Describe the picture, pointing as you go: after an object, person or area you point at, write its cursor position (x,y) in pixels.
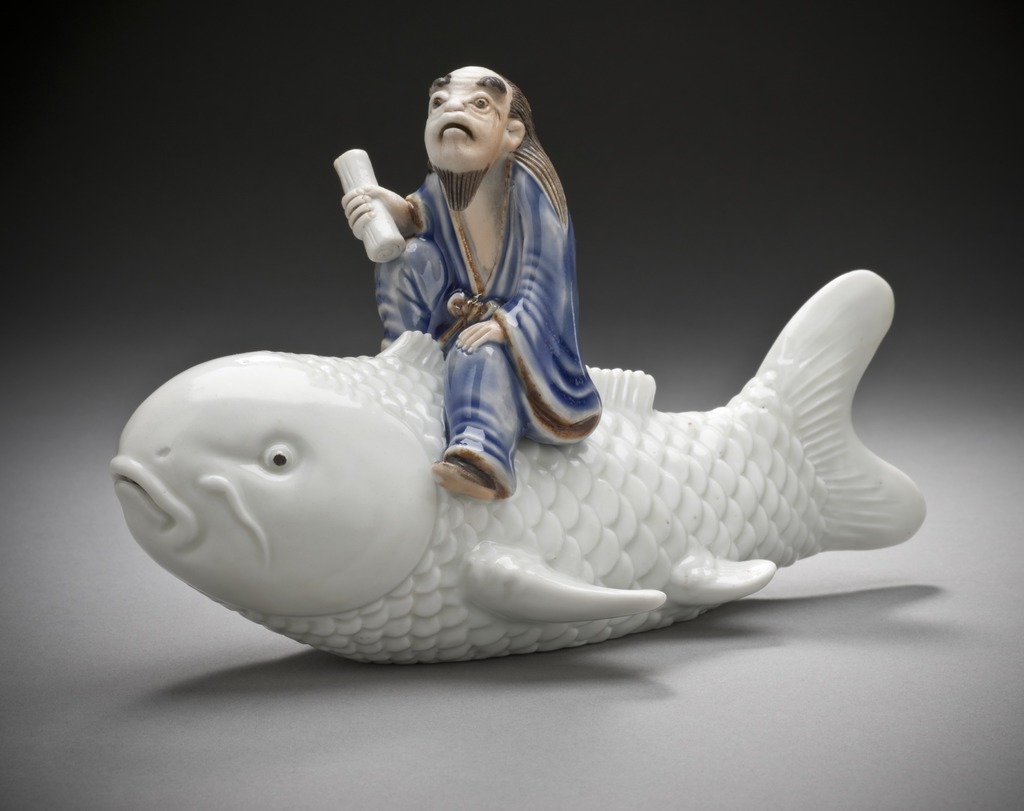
As we can see in the image in the front (383,369) there is a man statue (507,304) sitting on fish statue (506,520). The background (706,192) is dark.
